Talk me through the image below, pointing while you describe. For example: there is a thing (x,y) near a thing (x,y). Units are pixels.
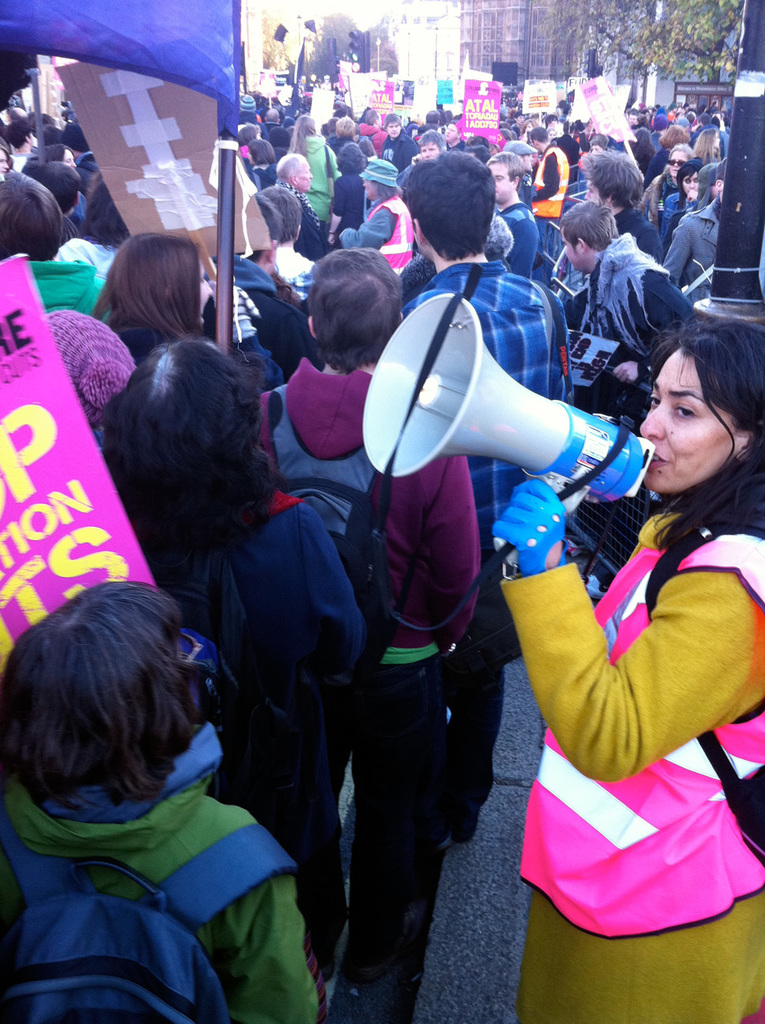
In this picture I can see a woman (705,547) is holding the loudspeaker (400,382) in her hand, she wore pink color coat (725,862). In the middle (464,622) a group of people (274,202) are walking in this image. On the left side (14,311) there is a placard (54,503) in pink color.
